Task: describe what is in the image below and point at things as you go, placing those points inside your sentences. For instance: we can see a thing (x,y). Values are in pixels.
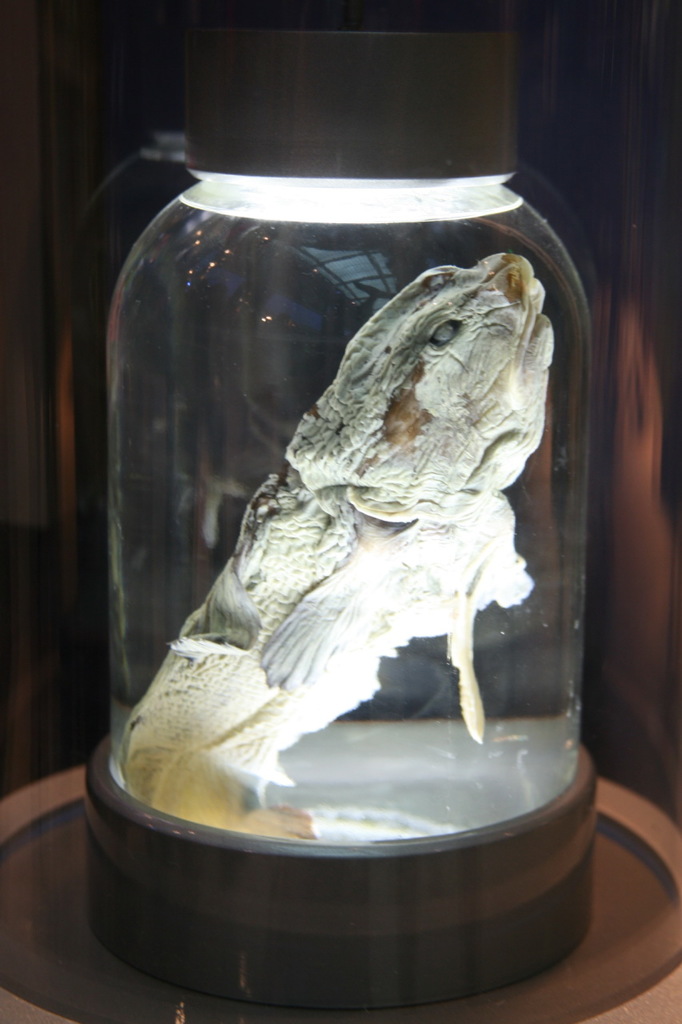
In this image we can see there is a table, on the table (537,986) there is an animal (307,556) in the bottle (502,770) and at the back (55,114) it looks like a wall (592,161).
